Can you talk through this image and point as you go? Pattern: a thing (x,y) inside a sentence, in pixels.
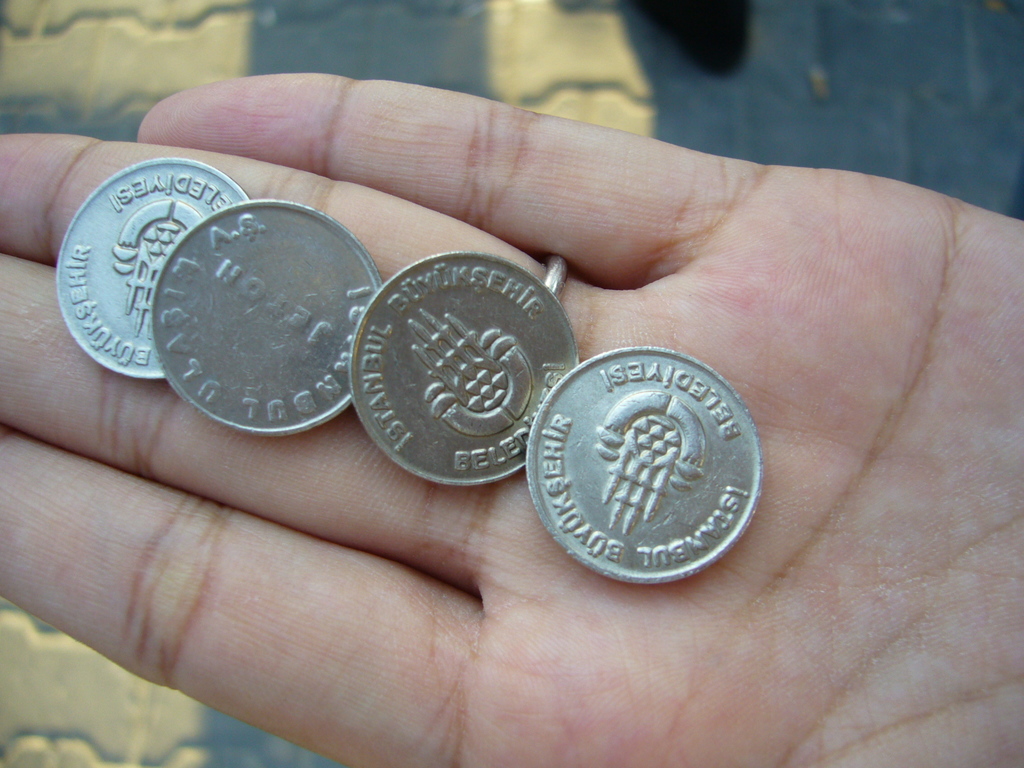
There are four coins (294,338) on the hand (122,511) of a person (385,756). In the background (676,82), there are yellow color paintings (98,720) on a surface (434,43).
